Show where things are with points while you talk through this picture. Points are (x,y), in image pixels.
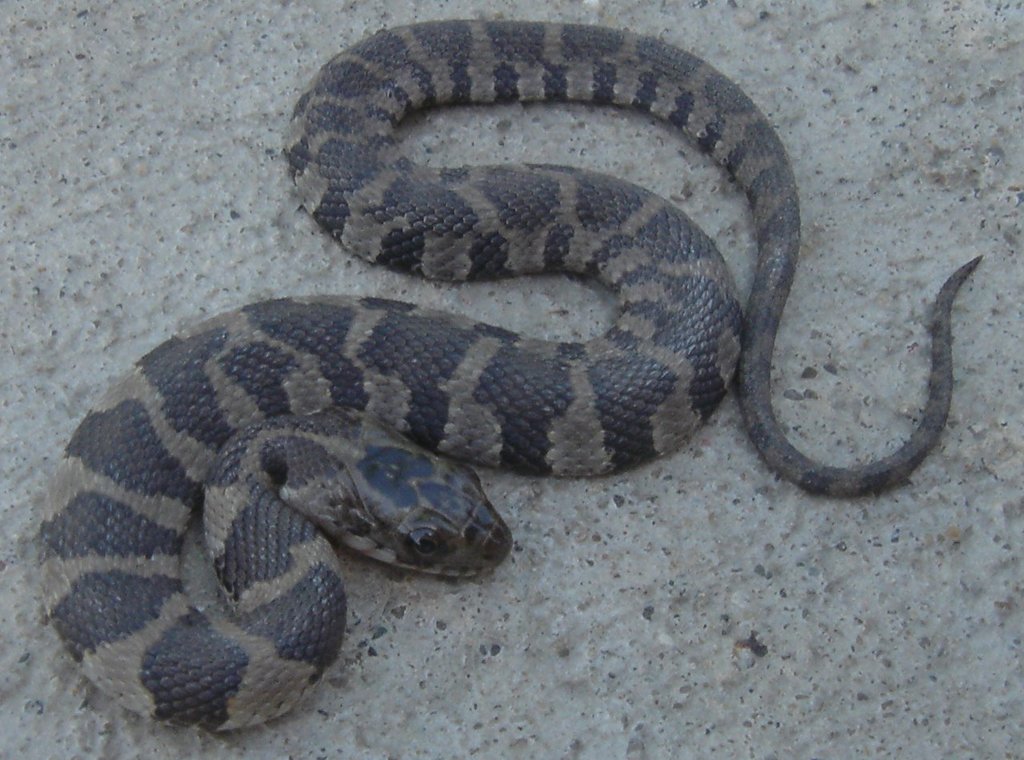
In this image we can see a snake (359,314) on the ground (498,108).
